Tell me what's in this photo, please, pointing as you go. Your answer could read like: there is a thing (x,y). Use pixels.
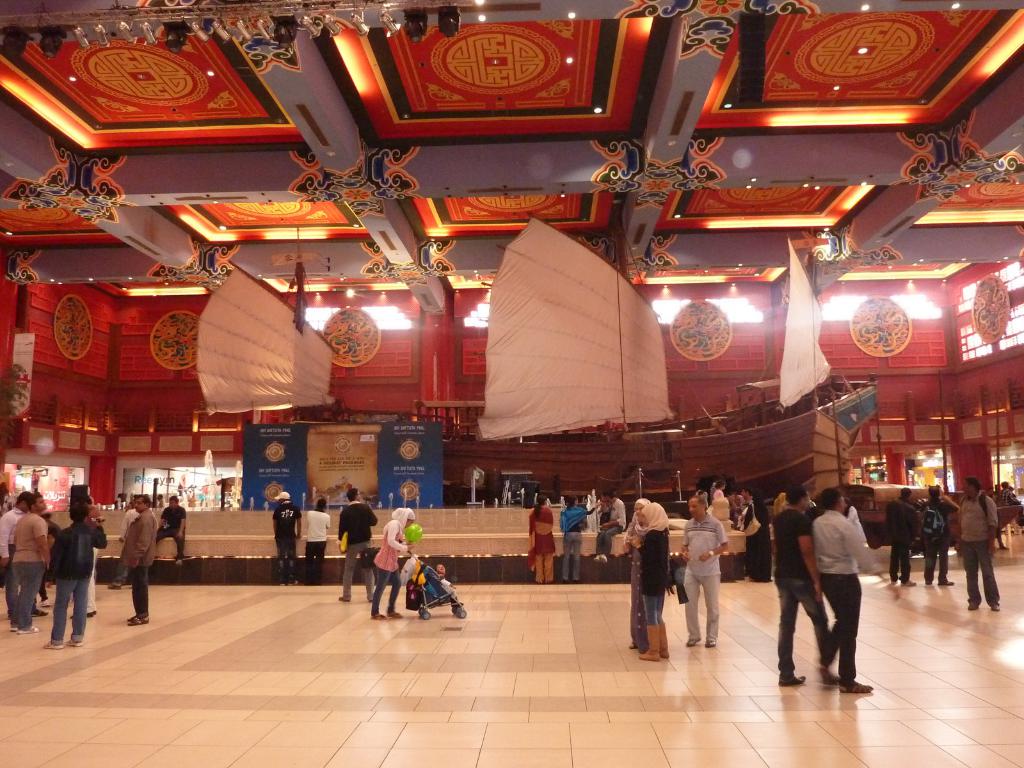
In this image there are people (80,602) walking on the floor (373,684). In the background of the image (544,456) there is a ship (661,437). There is a wall (860,333) with some designs (896,343). At the top of the image (383,39) there is ceiling (459,206) with some designs (245,226). There is a fountain (222,523).
